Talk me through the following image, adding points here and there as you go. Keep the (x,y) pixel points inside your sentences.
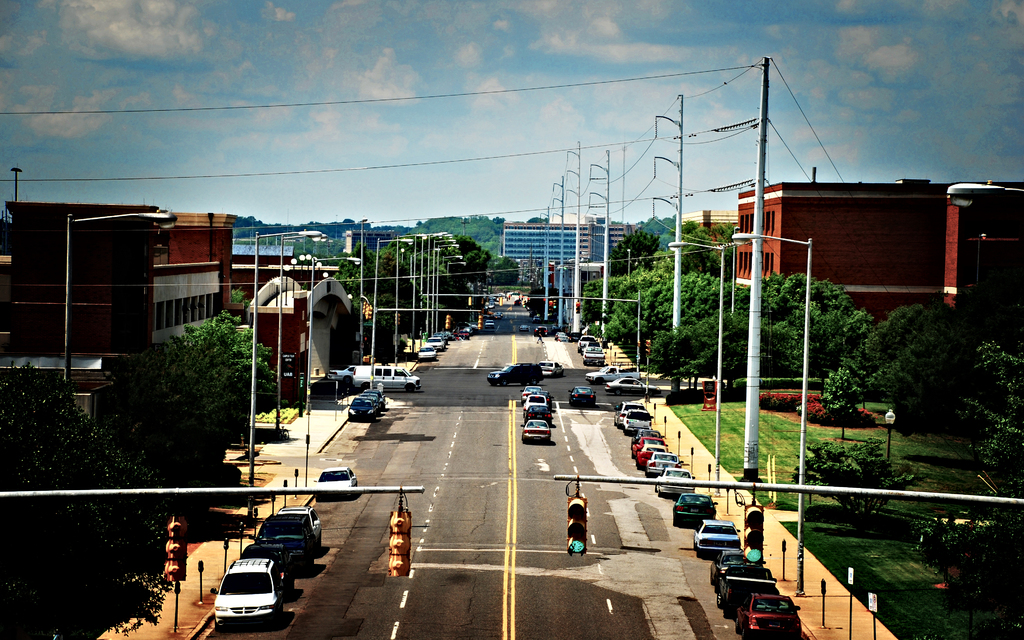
This is an outside view. At the bottom (363,513) there are many cars (574,393) on the road (419,494). On both sides of the road (444,467) there are many poles (768,485), trees (170,370) and buildings (139,273). At the top of the image (371,135) I can see the sky (240,38) and clouds (99,38).
